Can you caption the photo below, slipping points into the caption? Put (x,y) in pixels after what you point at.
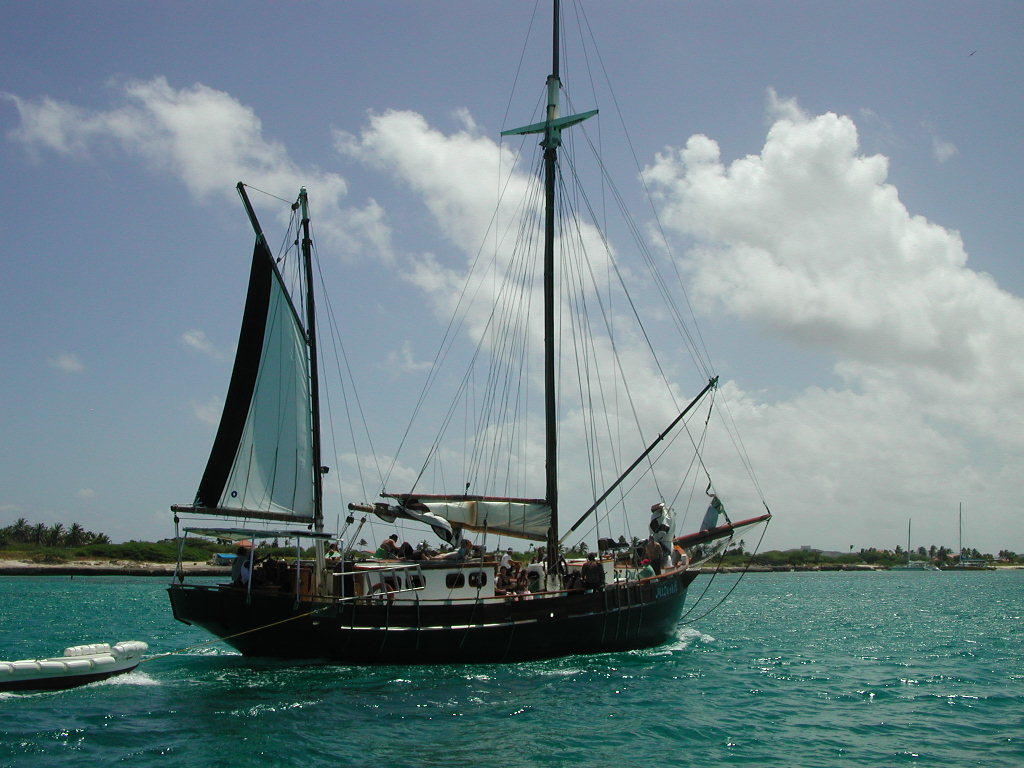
In this image, we can see some people (515,568) on the ship (247,620) and in the background (159,540), there are trees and land (142,551). At the top (335,213), there are clouds (792,299) in the sky (573,419) and at the bottom (556,670), there is water (620,685).
